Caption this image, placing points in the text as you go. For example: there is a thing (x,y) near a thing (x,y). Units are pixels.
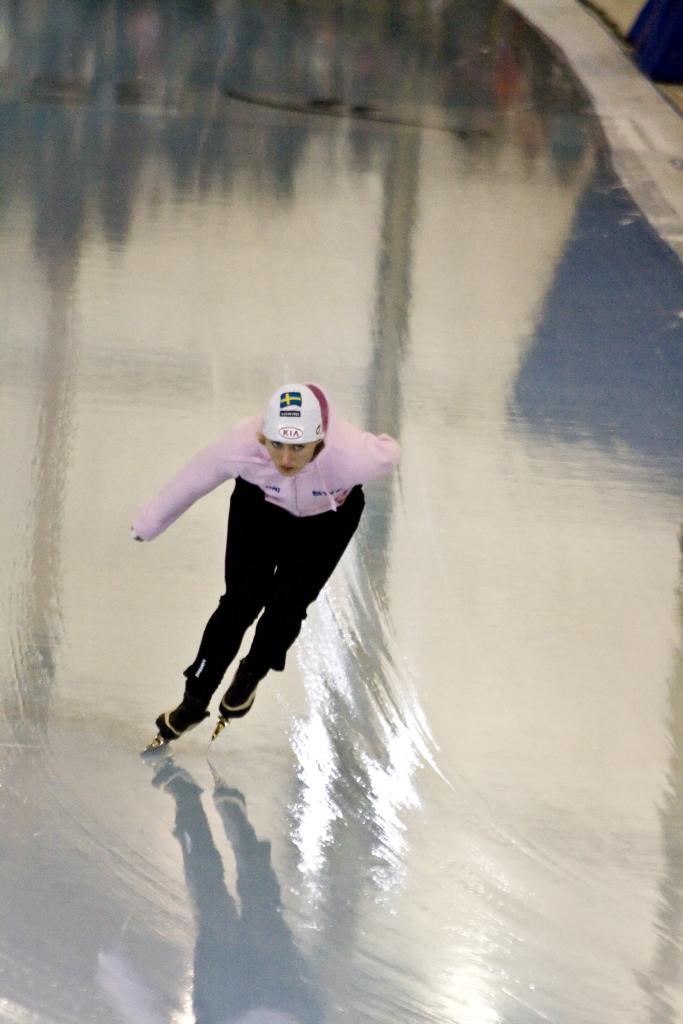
In this image a lady (290,553) wearing helmet (308,412) is ice skating. On the ground (295,848) there is ice (275,136).
